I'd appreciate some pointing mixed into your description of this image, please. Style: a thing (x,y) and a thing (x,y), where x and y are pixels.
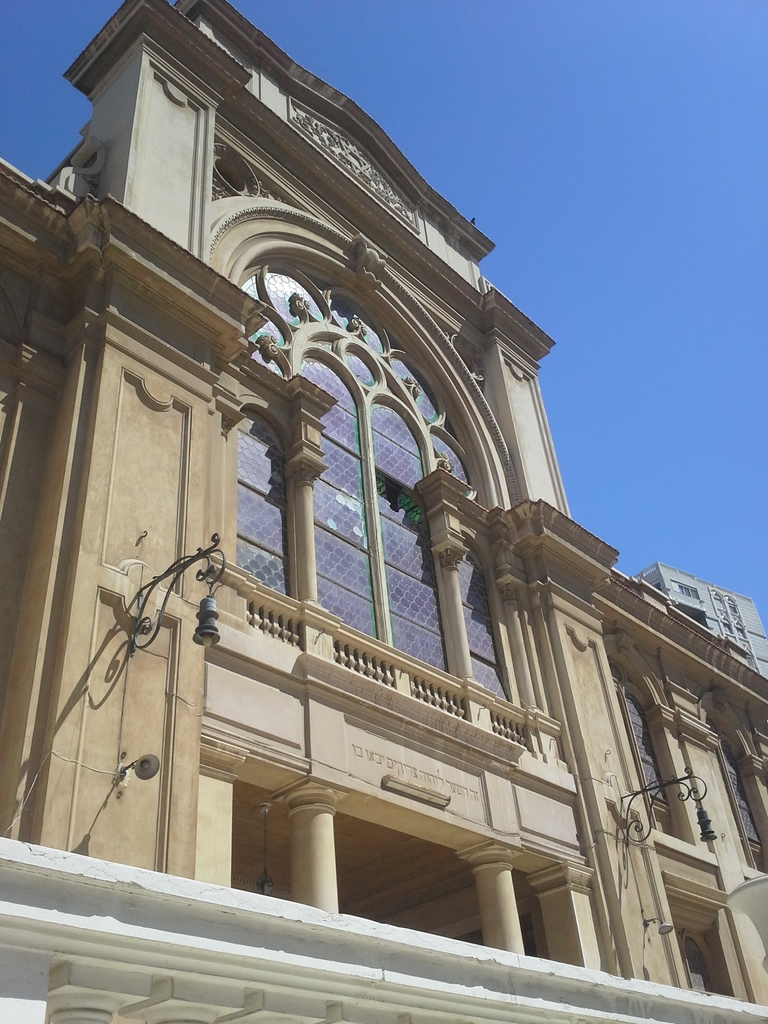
In this picture we can see a building (520,537). On the right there is a light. On the top (583,88) there is a sky (574,50).
